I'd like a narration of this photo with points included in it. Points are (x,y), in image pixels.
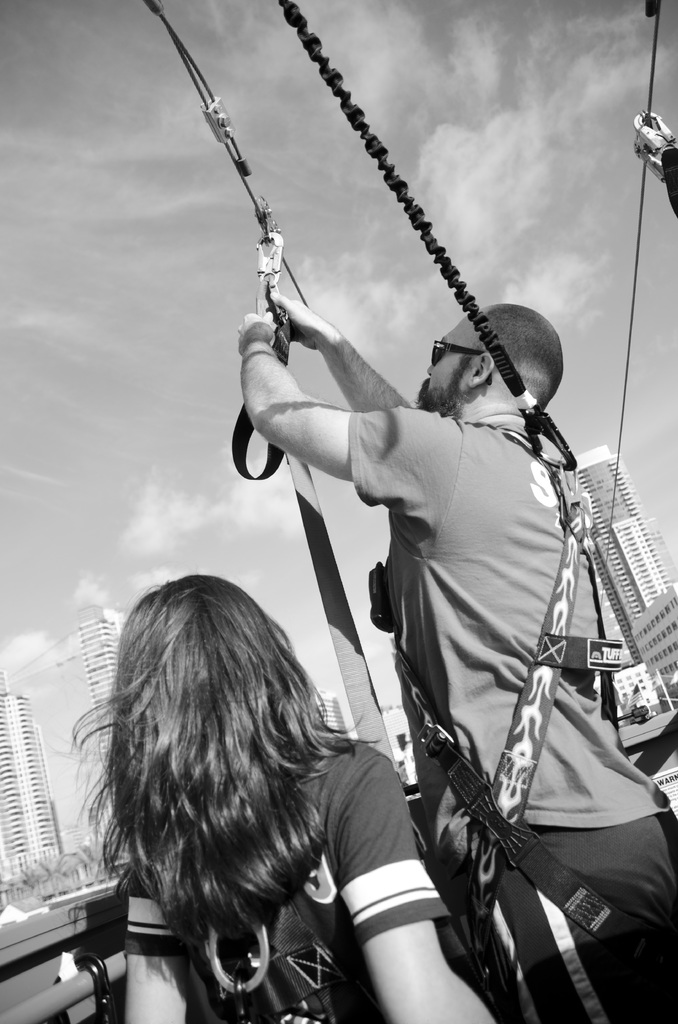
This is a black and white image. We can see there are two persons (465,642), ropes (373,705) and a cable (634,309). On the left side of the woman (211,673) there is an iron rod (41,1002). On the left (37,799) and right side of the image (626,537) there are buildings (614,537). Behind the buildings (3,716) there is the sky (324,1).
